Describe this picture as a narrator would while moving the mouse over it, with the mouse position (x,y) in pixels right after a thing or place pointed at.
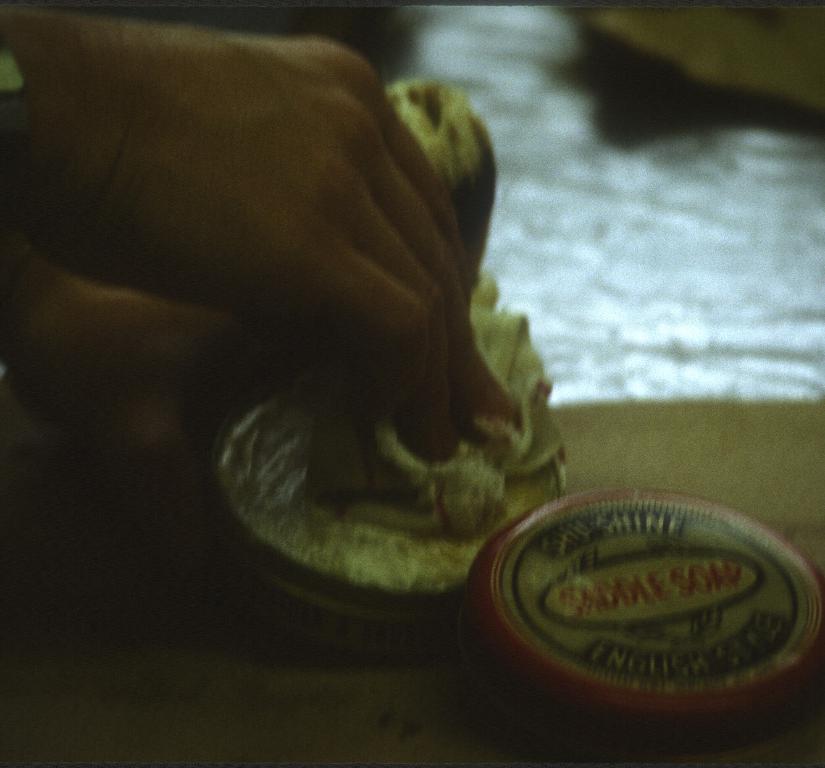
In the center of the image (315,265) there is a human hand (308,316) holding a cloth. At the bottom of the image (661,515) there is some object (674,524).
